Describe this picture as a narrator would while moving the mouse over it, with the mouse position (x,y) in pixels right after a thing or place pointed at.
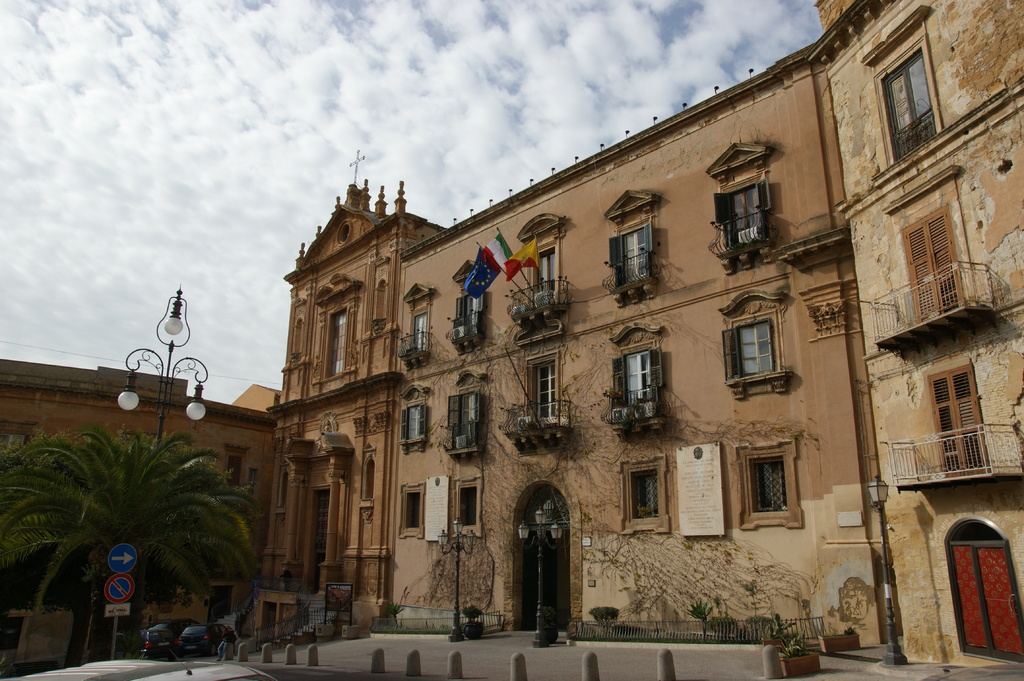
In this image I can see few buildings (437,395), trees (212,530), light-poles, glass windows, sign boards (134,558), stairs (280,638), fencing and few vehicles (179,644) on the road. The sky (251,203) is in white and blue color.
